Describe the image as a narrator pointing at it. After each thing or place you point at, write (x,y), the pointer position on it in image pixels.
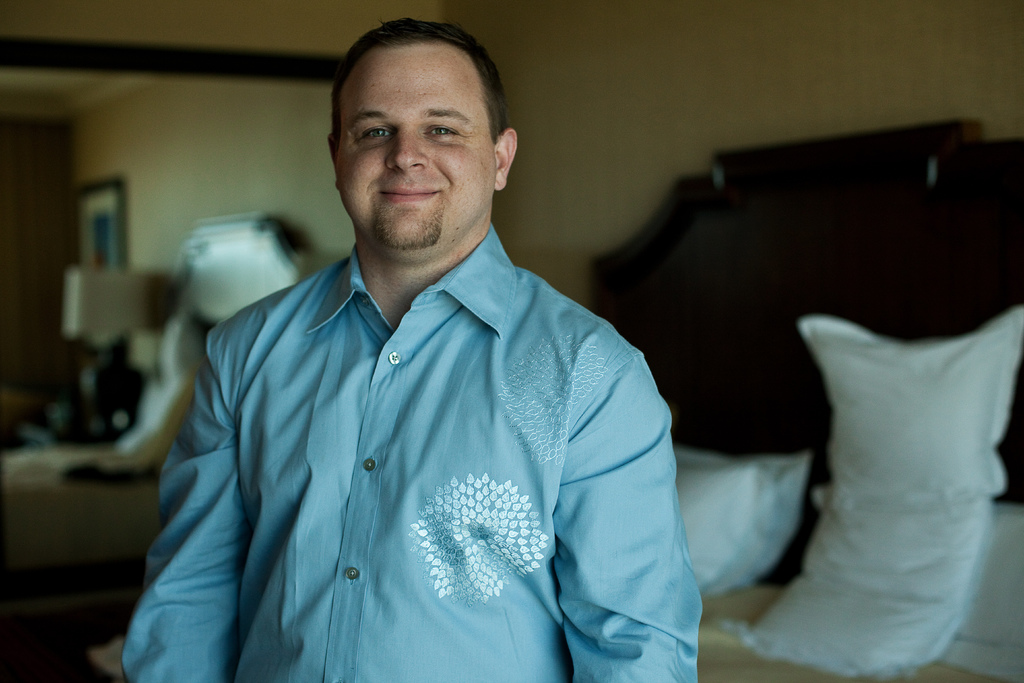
There is a man (266,458) standing and smiling. We can see pillows (830,517) on a bed (741,593). In the background (166,228) it is blurry and we can see wall (217,157).
